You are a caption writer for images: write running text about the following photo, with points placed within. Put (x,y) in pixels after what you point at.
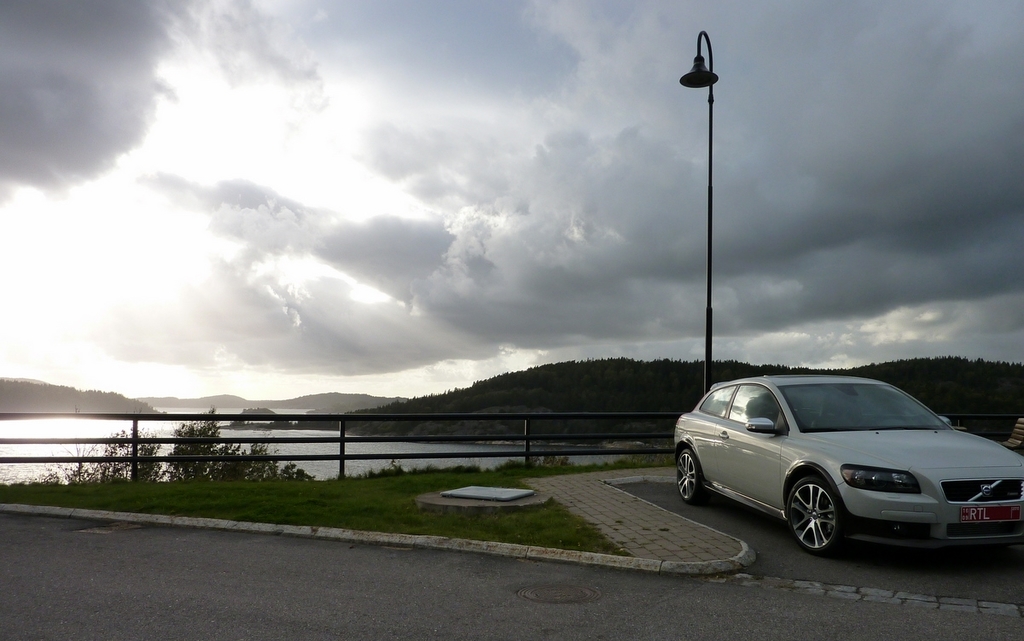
In this image there is a car (781,483) parked on the road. Behind the car (761,498) there is a fence (524,435). At the top (424,71) there is the sky (441,54). On the right side (709,245) there is a pole (712,178) to which there is a light (696,67). In the background (64,398) there is a sea (214,409) and there are hills (550,374) on either side of the sea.
